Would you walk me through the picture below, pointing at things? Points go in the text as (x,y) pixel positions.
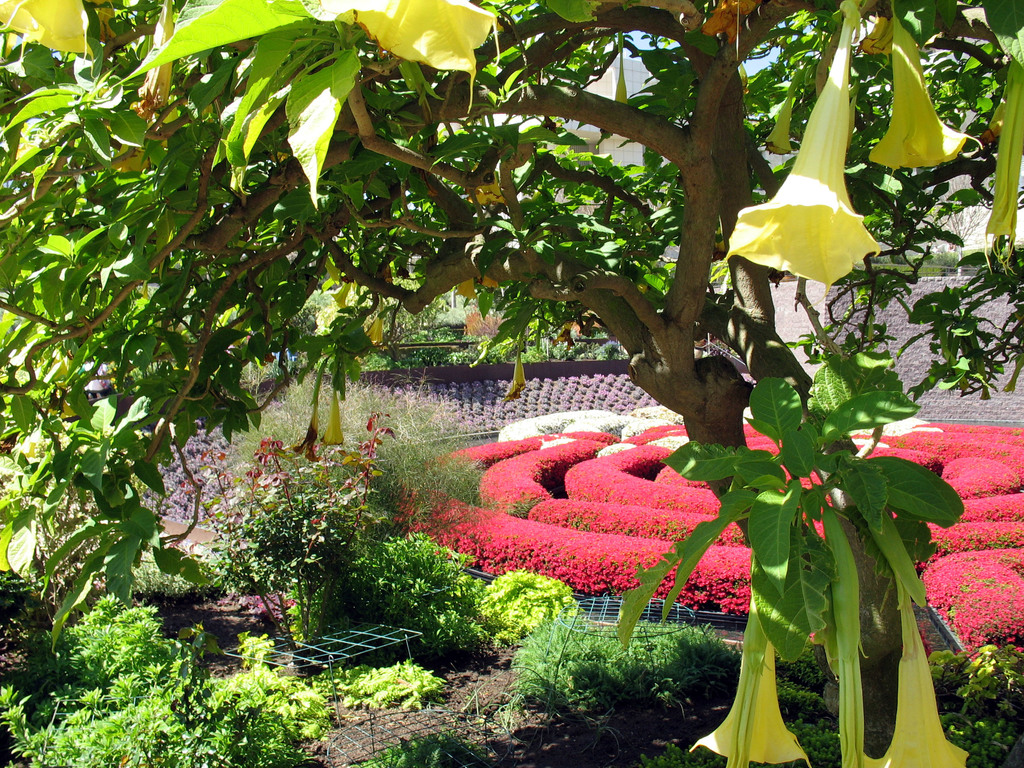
In this image I can see number of plants (513,511) and trees (197,413). I can also see flowers (614,500) and I can see color of these flowers (606,537) are white and red.
